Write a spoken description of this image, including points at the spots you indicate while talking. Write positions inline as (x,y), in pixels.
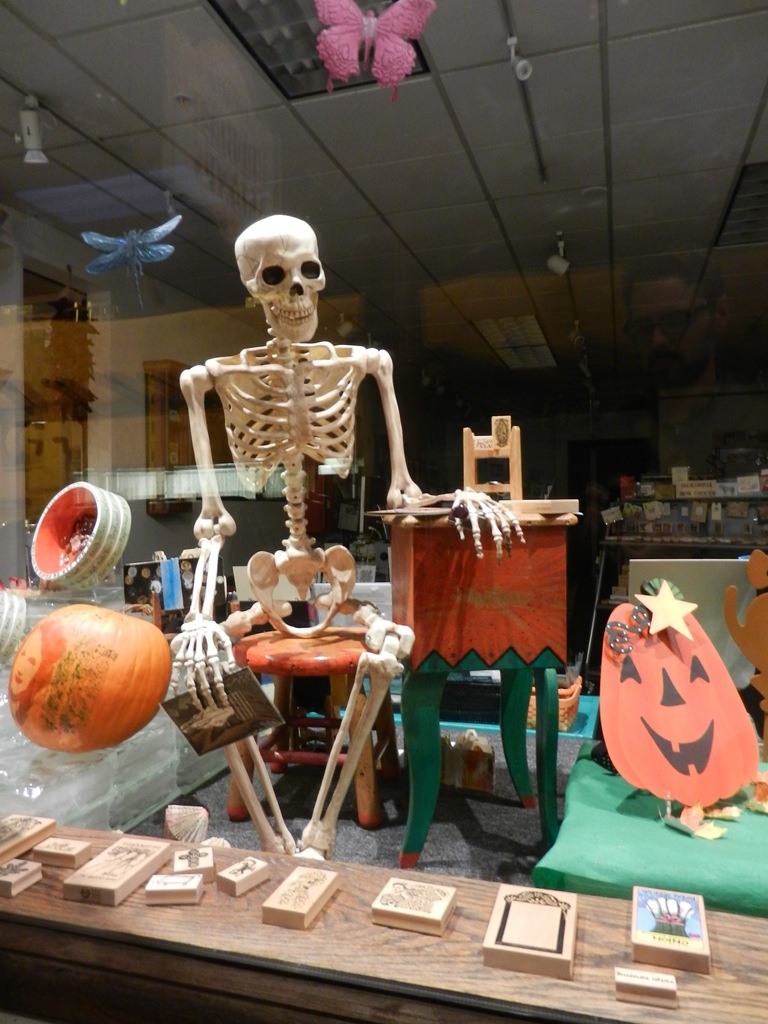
In this image there is a skeleton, beside that there are some things (727,596) and also there is a table (318,975) with some objects (6,871), along with that there are some artificial butterflies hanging on the top (352,50).
